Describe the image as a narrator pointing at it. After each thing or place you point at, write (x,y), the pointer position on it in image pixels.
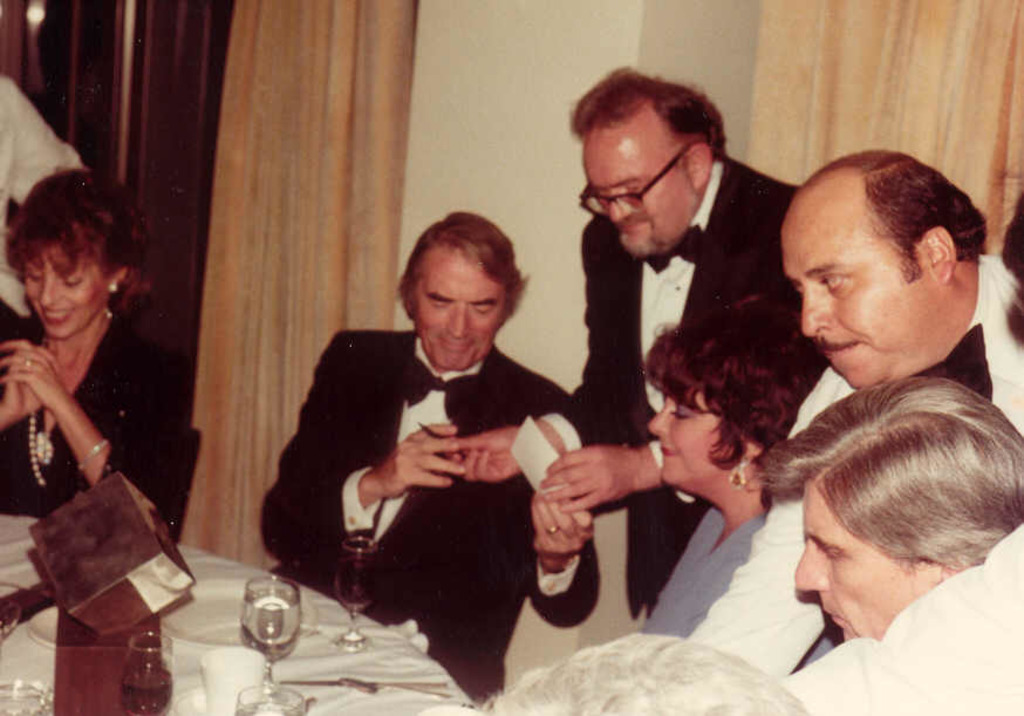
In this image I can see a group of people (601,424) among them some are wearing black color coats (477,425). Here I can see a table (338,696) which has glasses (262,694) and some other objects (231,599) on it. In the background (341,171) I can see curtains (317,187) and a wall (500,139).
